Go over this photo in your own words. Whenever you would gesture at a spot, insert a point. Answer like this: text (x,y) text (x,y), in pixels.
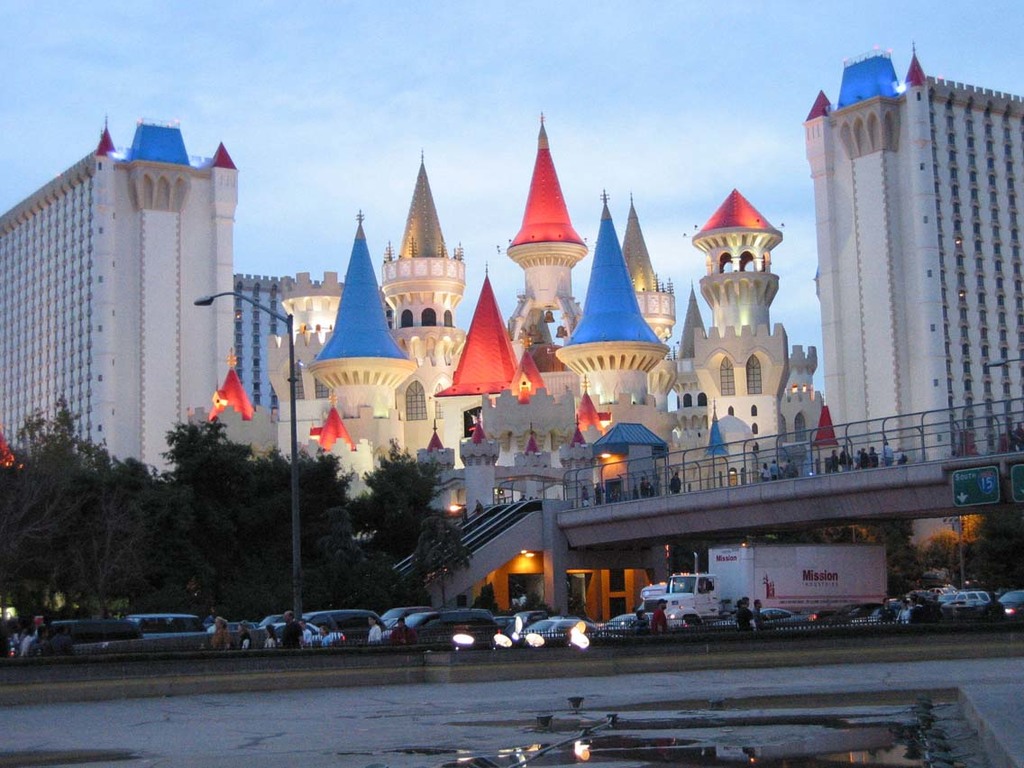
In this image there is the sky (259,75), there are buildings (615,283), there is a building (931,213) truncated towards the right of the image (907,150), there is a building (90,271) truncated towards the left of the image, there are trees (999,540), there are trees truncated towards the left of the image (14,484), there are persons (890,454), there are vehicles (179,621), there is a pole (299,564), there is a street lights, there are lights (466,636), there is water (524,749), there is an object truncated towards the bottom of the image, there are boards (974,483).
